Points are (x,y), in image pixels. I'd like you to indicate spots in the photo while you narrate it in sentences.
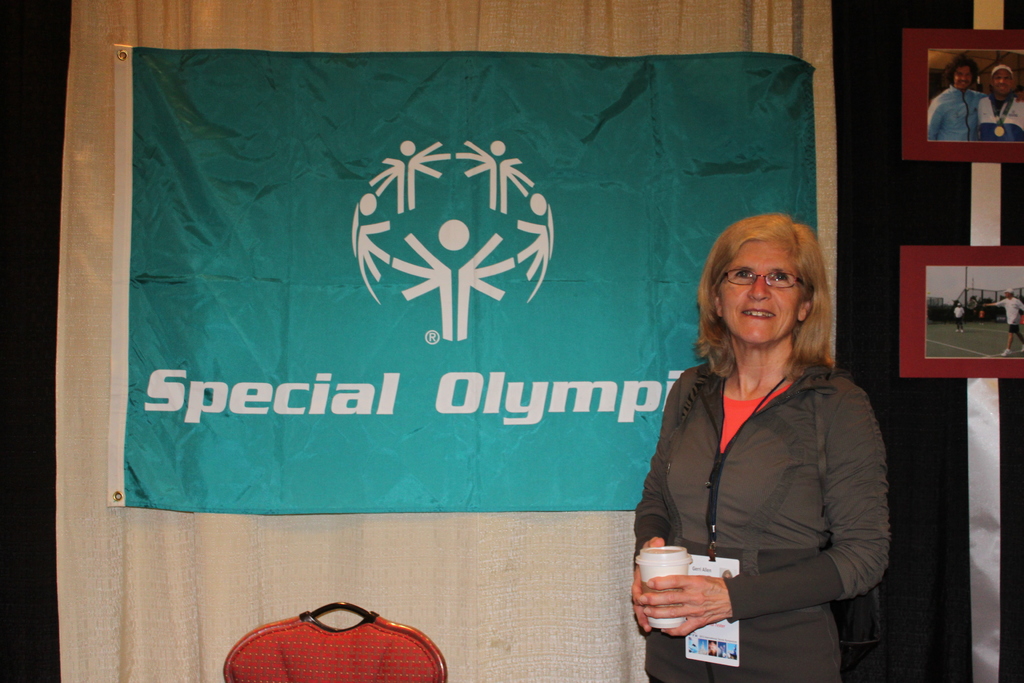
A woman (752,442) standing looking straight and smiling. She has short hair (726,326) and wears spectacles (798,280). She wears a brown coat (779,623) and holds a coffee cup (652,568). There is a banner (567,366) with the name Special Olympic on it. There is a chair (317,648) beside the woman (733,338). There are two photographs (942,317) behind her.
